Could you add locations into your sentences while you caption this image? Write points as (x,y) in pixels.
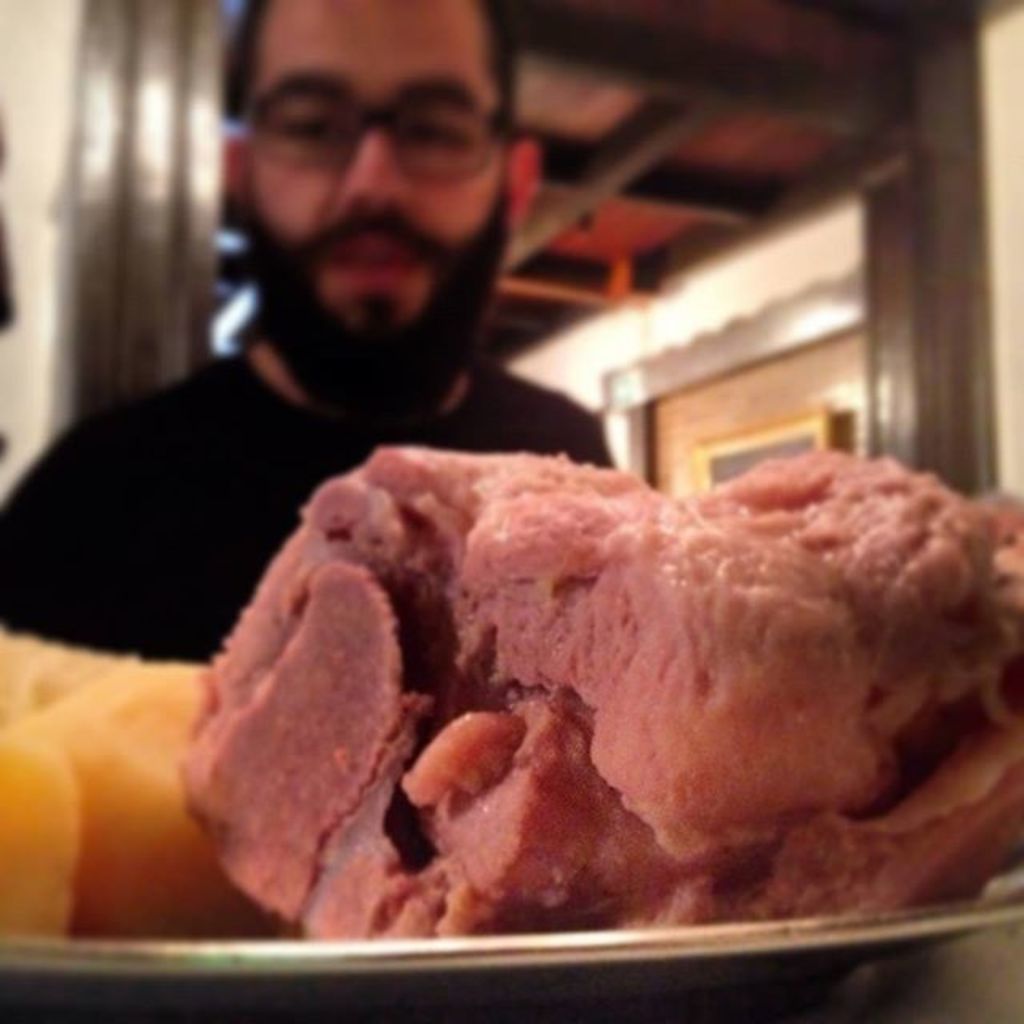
In this picture I can observe some food (266,745) in the plate (820,954). The plate (765,923) is placed on the table (1018,1004). I can observe a man (213,440) wearing black color T shirt (272,414) and spectacles (292,168). In the background (660,454) I can observe a door (692,388).
